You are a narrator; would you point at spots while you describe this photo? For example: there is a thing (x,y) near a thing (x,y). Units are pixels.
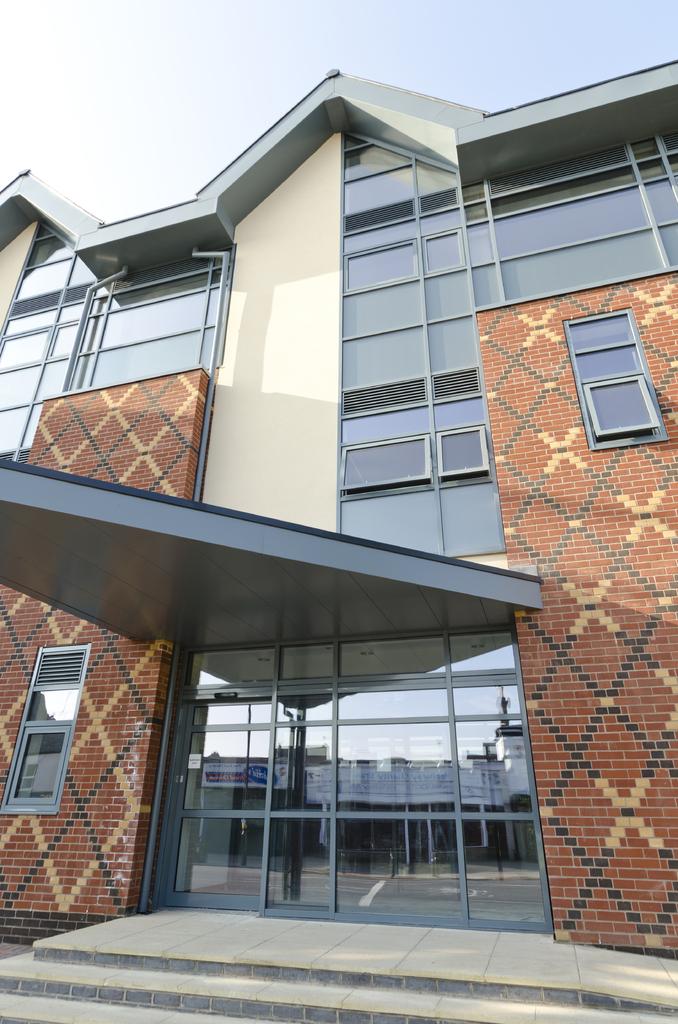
In the image there is a building (159,421) in the front (360,328) with glass panels (399,644) all over it and above its sky (227,77).
